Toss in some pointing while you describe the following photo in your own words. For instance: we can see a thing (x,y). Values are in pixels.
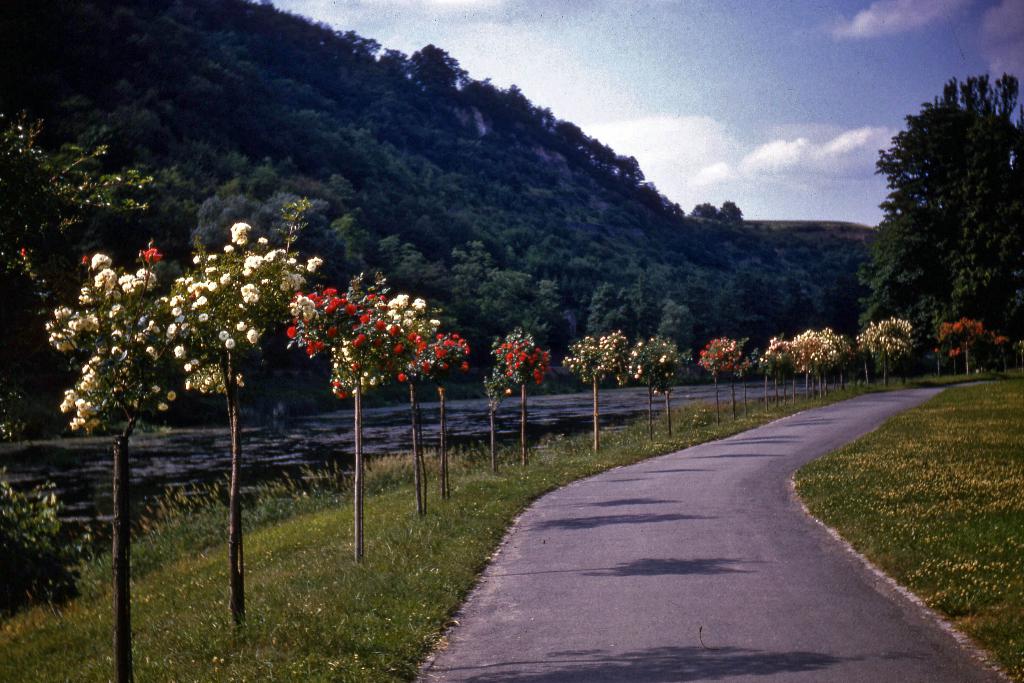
There is way (700,551) at the bottom side of the image (698,544) and there are flower plants (72,413), trees (575,269), and sky (730,168) in the image.
